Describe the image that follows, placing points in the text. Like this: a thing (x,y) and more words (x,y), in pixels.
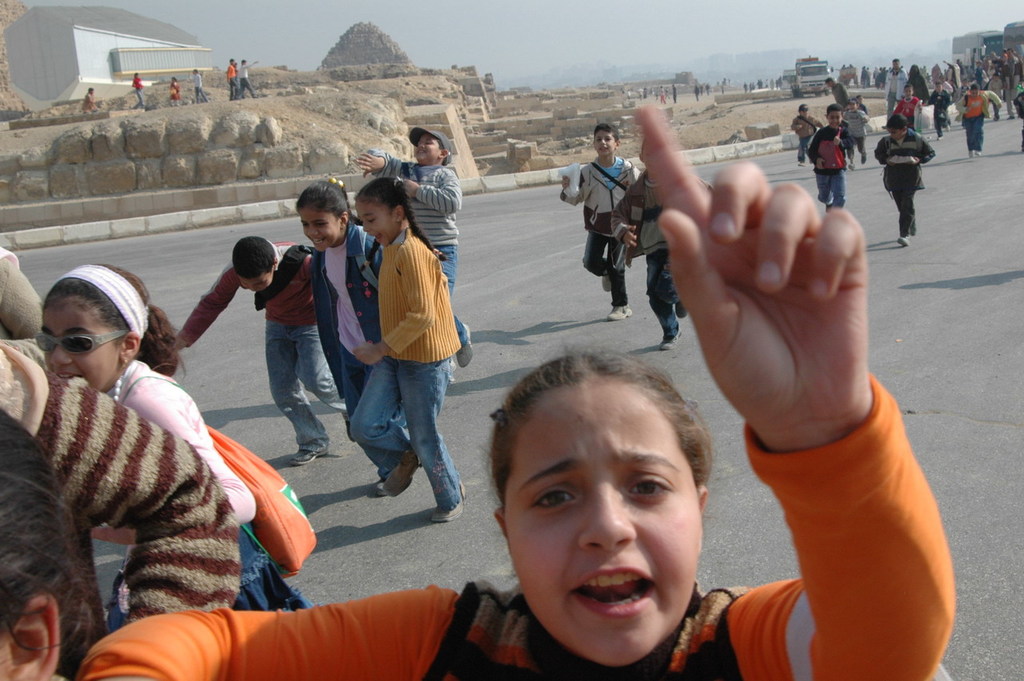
There are people (627,227) and these kids (627,227) are running on the road (264,436). In the background (280,154) we can see wall (159,146), house (128,58), people (232,65), vehicles (974,54) and sky (550,37).
